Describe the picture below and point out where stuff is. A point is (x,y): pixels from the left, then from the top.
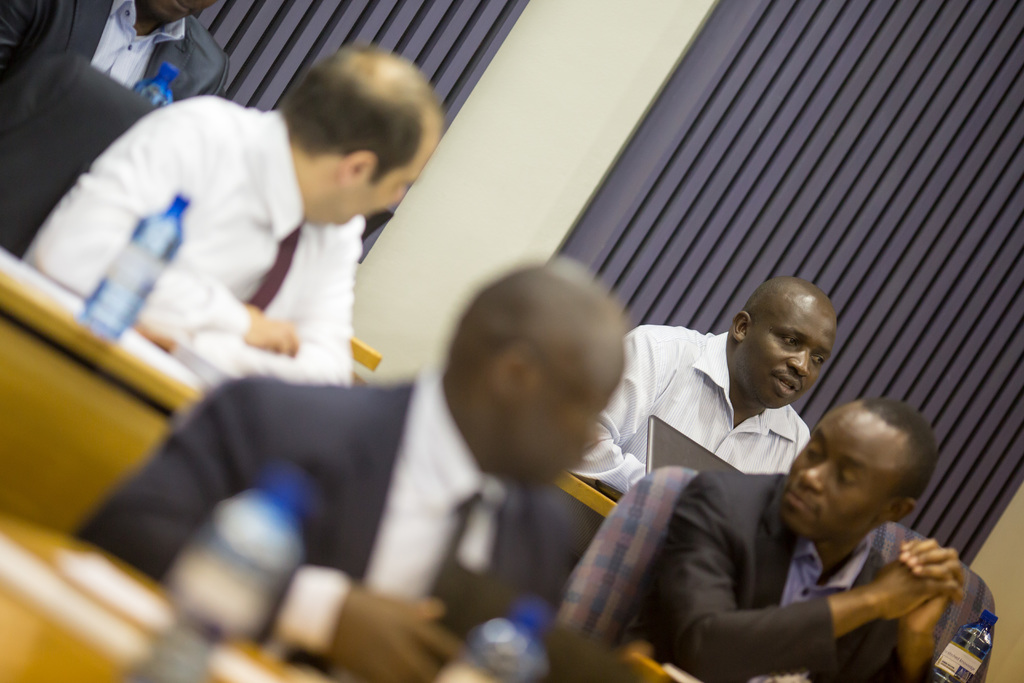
In this image I can see few men (571,417) are sitting on chairs (104,135). I can see all of them are wearing formal dress (387,459). I can also see few water bottles (250,528) and I can see this image is little bit blurry from here.
